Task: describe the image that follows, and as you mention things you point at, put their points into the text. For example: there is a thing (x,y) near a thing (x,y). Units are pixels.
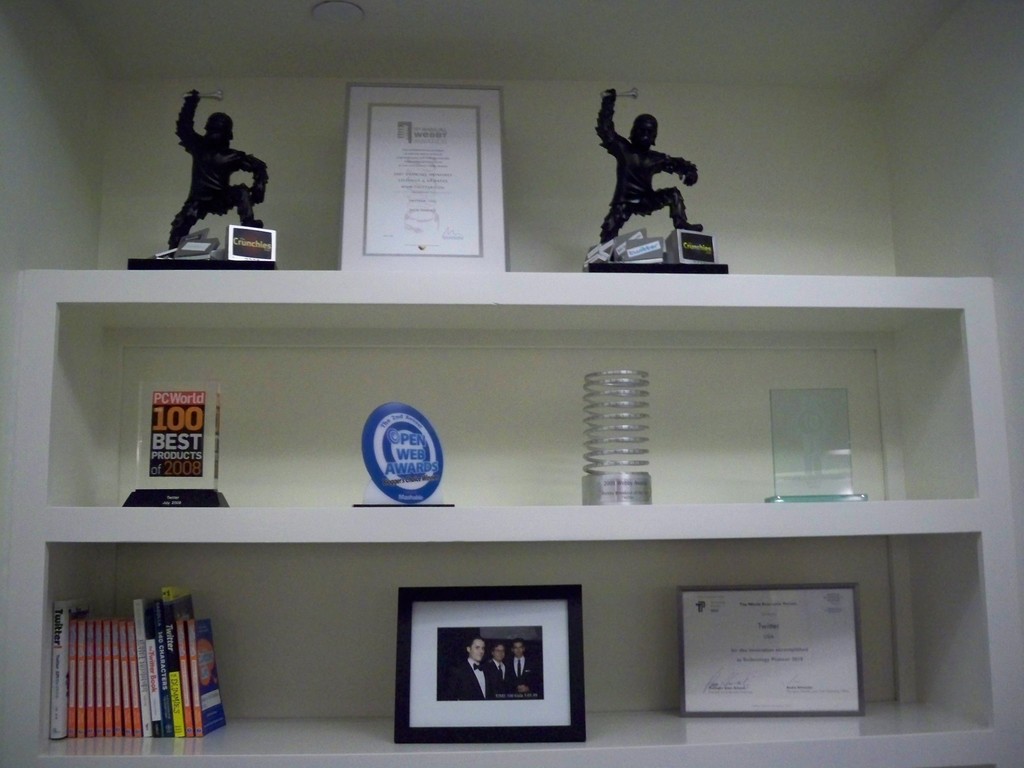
At the bottom of this image (104,635), there are books (116,630), a photo frame (484,702) and a certificate (787,624) arranged on a shelf (870,705). Above this shelf (356,726), there are three mementos (829,418) and a spring (597,491) arranged on this shelf (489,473). Above this shelf (357,427), there are two statues (650,126) and a certificate (446,91) arranged on the shelf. In the background (694,88), there is a wall (76,58).
